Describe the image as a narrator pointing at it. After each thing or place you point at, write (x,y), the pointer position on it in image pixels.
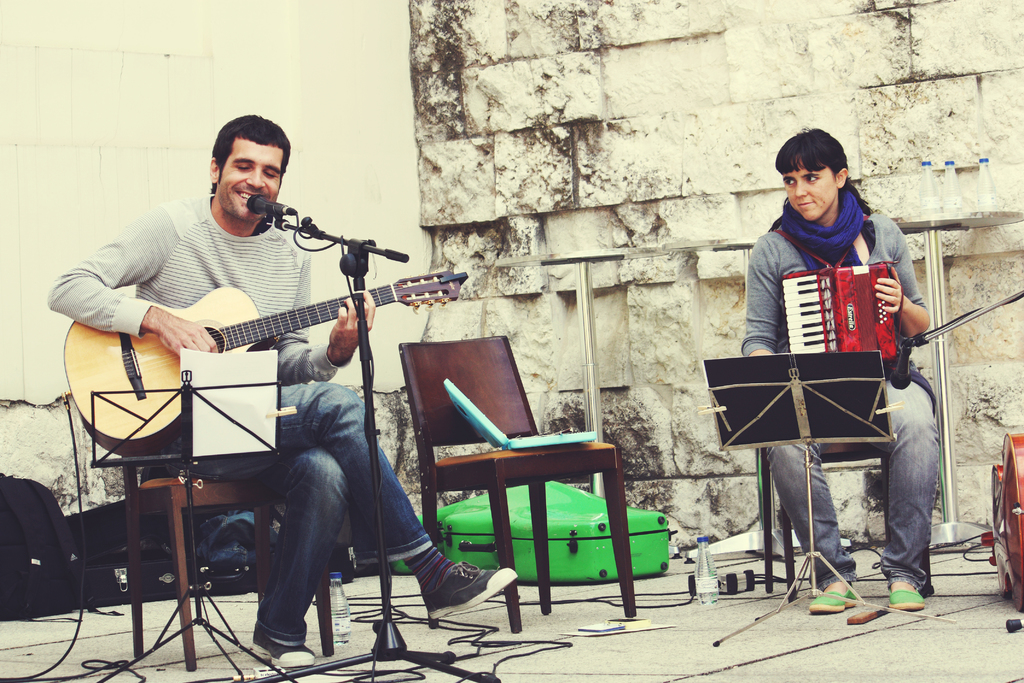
Here we see two people (260,121) seated on the chairs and a man (293,636) playing guitar (164,368) and other person (773,307) is playing an accordion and we see a microphone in front of them.
